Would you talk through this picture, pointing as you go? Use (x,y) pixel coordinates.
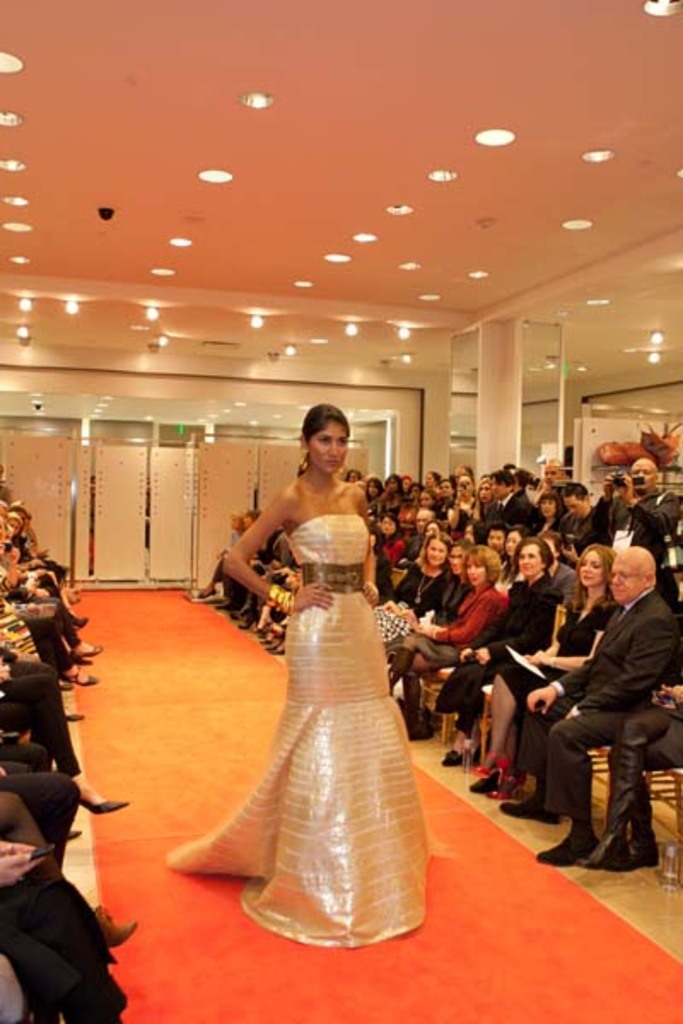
In this picture there is a girl (303,931) wearing golden color dress (393,736) and standing on the red color carpet (149,624). On both the side there is a group of persons (527,674) sitting and watching the fashion show. Behind there is a glass doors (161,472) and on the top ceiling (155,222) there are many spotlights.
